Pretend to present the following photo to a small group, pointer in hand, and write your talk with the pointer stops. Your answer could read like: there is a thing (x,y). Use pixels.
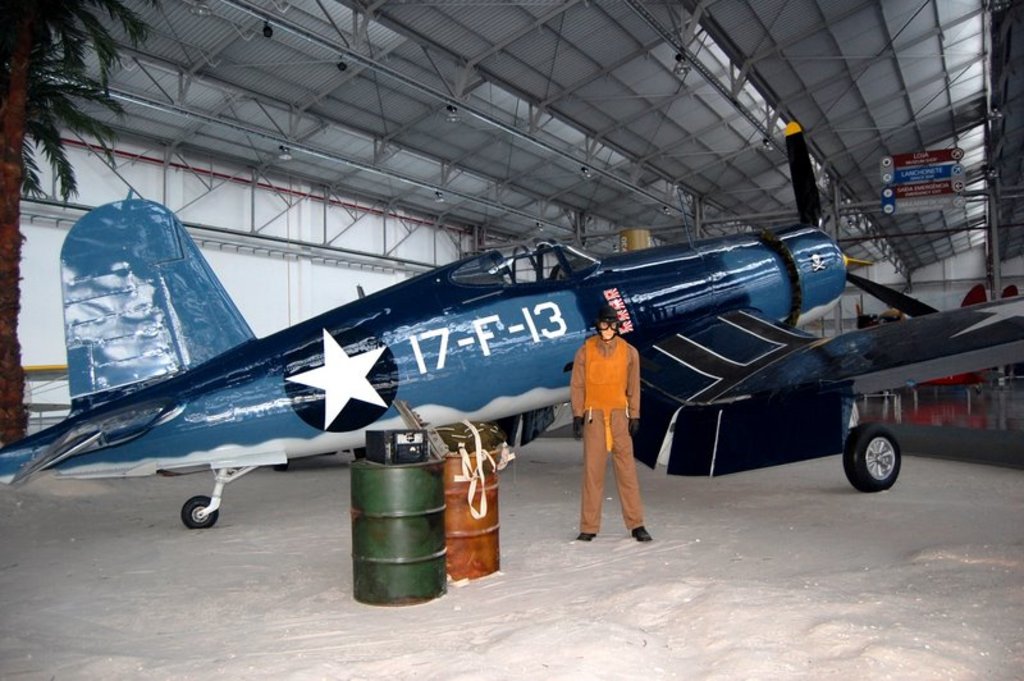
In the center of the image (359,401) we can see an aircraft (436,356), barrels (437,492), one tree (6,187), sign boards (923,170), one person (577,433) is standing and a few other objects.
